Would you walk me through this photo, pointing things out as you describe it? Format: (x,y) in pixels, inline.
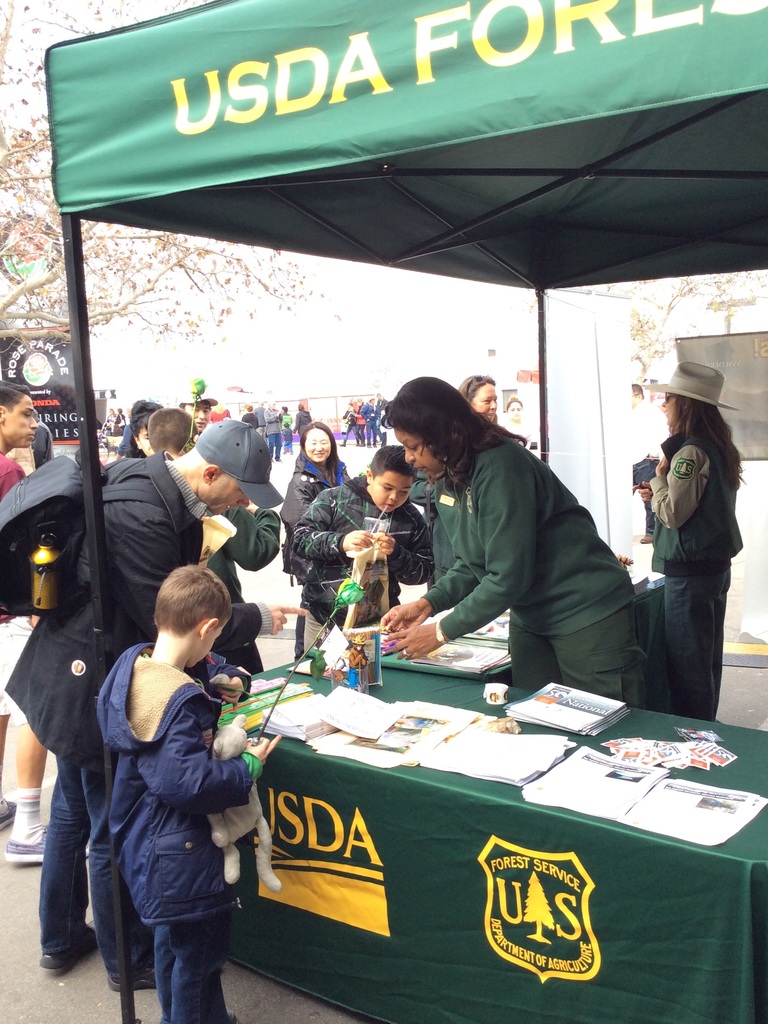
In this picture I can see a woman (590,568) who is standing near to the table (474,687). On the table (360,792) I can see the book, papers (660,808), stickers (660,750) and other objects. In the bottom left (202,812) there is a boy (207,777) who is standing near to the pipe (91,553). Beside him I can see many people (274,493) who are standing on the road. In the background (301,426) I can see another group of person (283,430) who are standing near to the fencing (338,420). In the background (319,302) I can see the trees (8,302) and sky (243,274).
